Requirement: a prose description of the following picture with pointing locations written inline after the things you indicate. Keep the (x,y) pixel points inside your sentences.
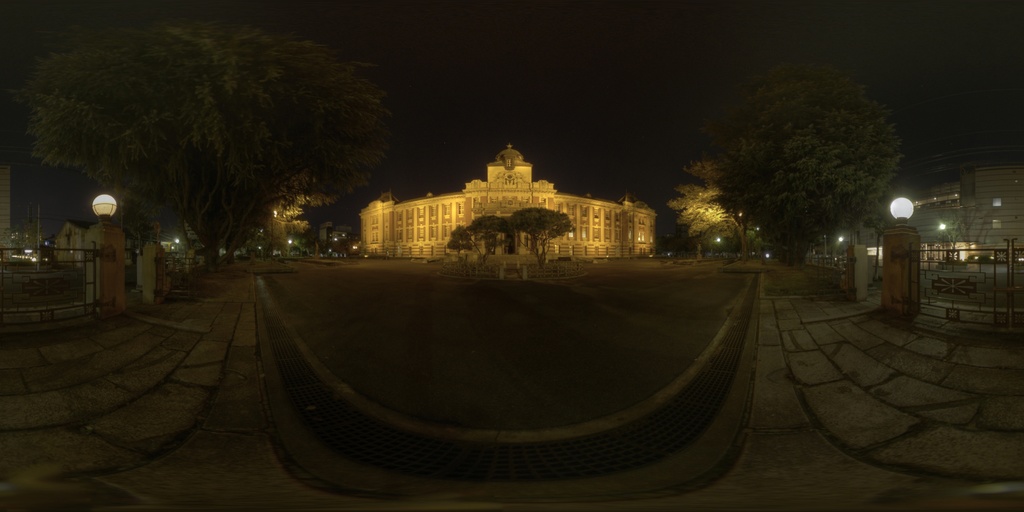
In this image we can see a road (481,340). Near to the road (540,347) there is a drainage grill (709,396). Also there are sidewalks (788,438). On the sides of the road (513,346) there are railings (930,253) with pillars (111,267). There are lights (112,214). Also there are trees (781,173). In the back (485,236) also there are trees (475,227). And there is a building (613,225). Also there are other buildings (979,217). In the background (520,87) there is sky (486,93).
